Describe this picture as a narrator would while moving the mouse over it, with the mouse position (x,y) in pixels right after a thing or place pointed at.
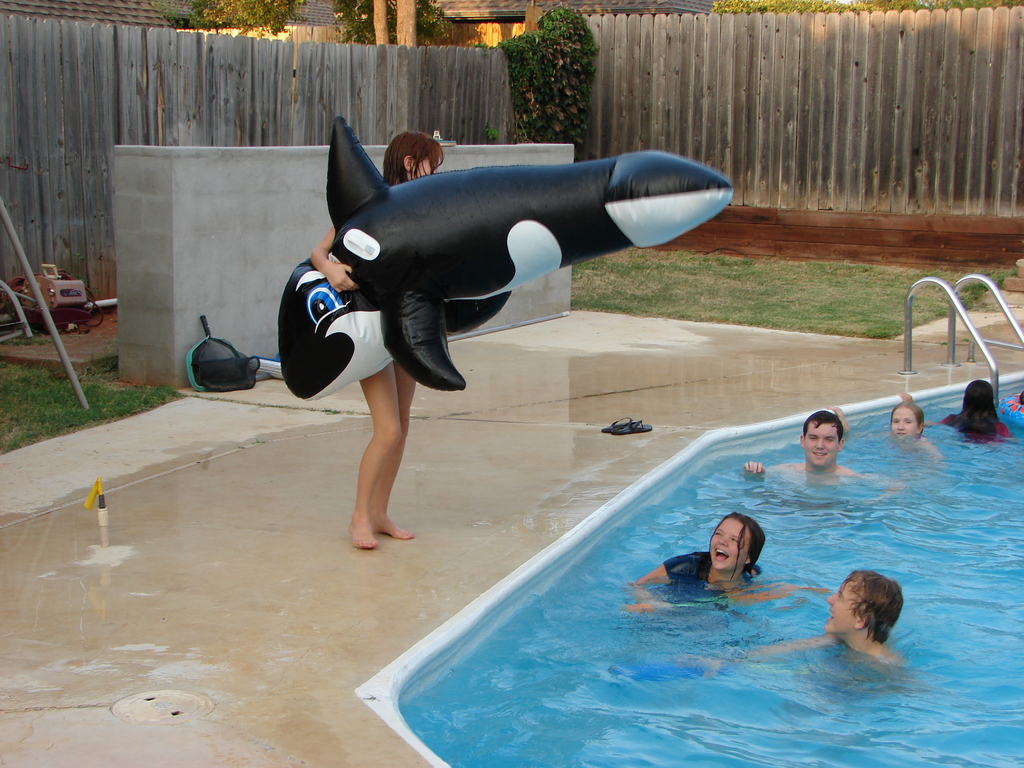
In this image there is a wooden wall (59,254), green grass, trees (175,23) in the left corner (70,108). There is a person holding an object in the foreground (425,146). There is a swimming pool (712,736) with water (697,726) and people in the right bottom corner (877,597). There is a wooden wall (1000,40) and trees (401,23) in the background (889,186).
